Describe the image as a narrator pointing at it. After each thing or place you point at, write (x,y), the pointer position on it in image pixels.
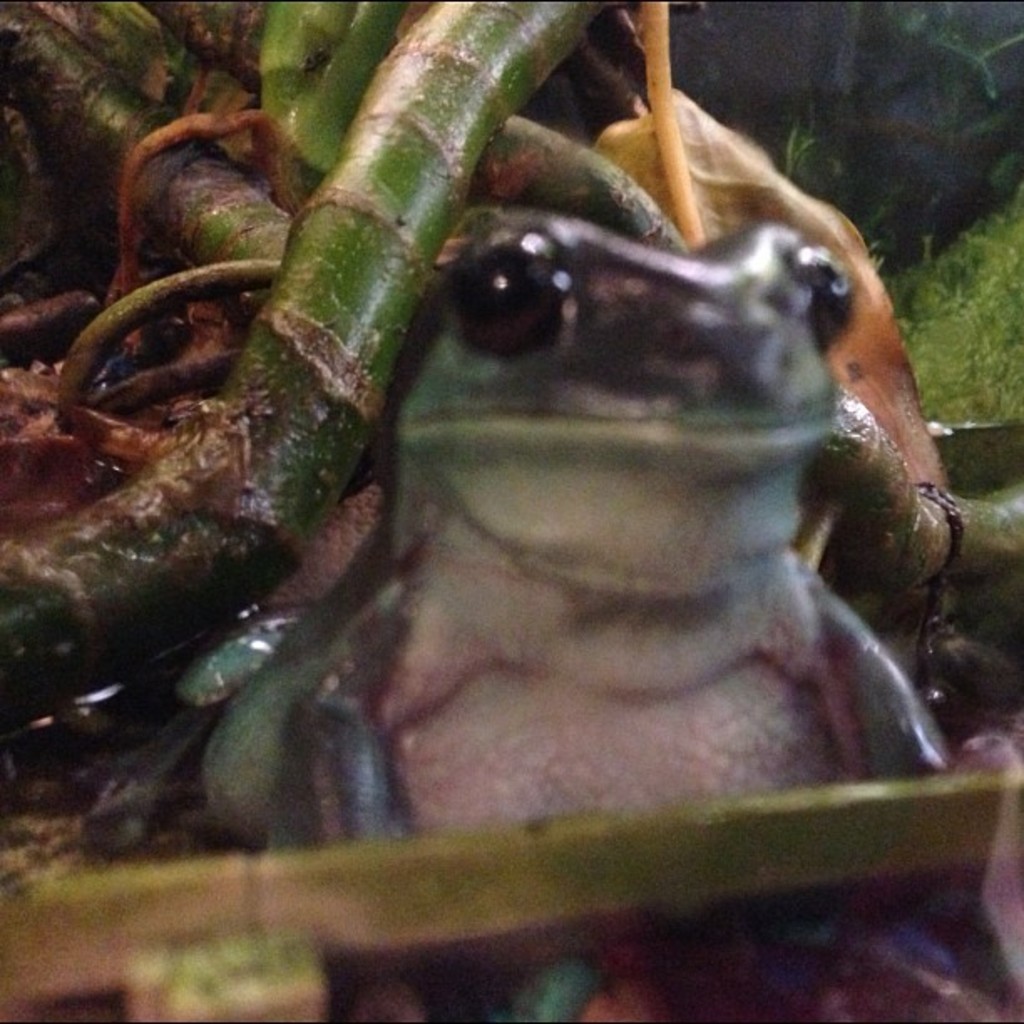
In this image I can see a frog (755,517) on ground (133,338).
